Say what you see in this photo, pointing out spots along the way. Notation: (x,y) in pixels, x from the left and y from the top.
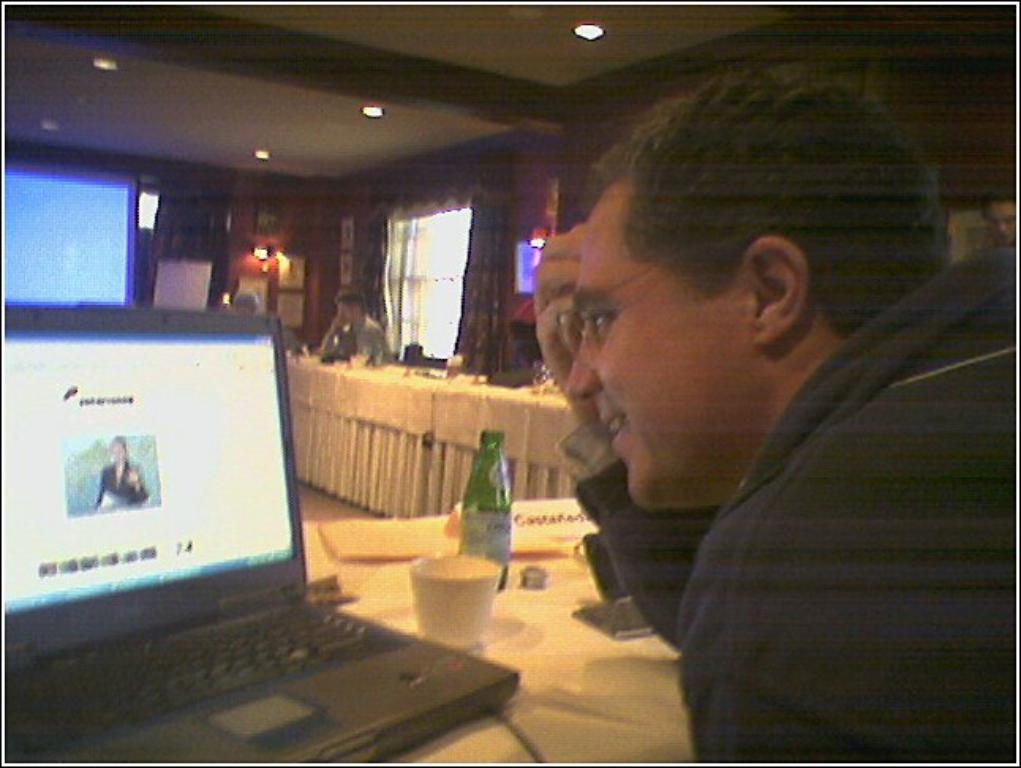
On the right side of the image (830,448) we can see a man (750,431) sitting before him there is a table (447,748) and we can see a laptop (412,664), bottle (503,570), cup (481,642) and an object (606,608) placed on the table (544,647). In the background (343,334) there are people (351,350) sitting and there is a screen (123,286). At the top (443,248) there are lights (99,67) and we can see a window (433,270).
